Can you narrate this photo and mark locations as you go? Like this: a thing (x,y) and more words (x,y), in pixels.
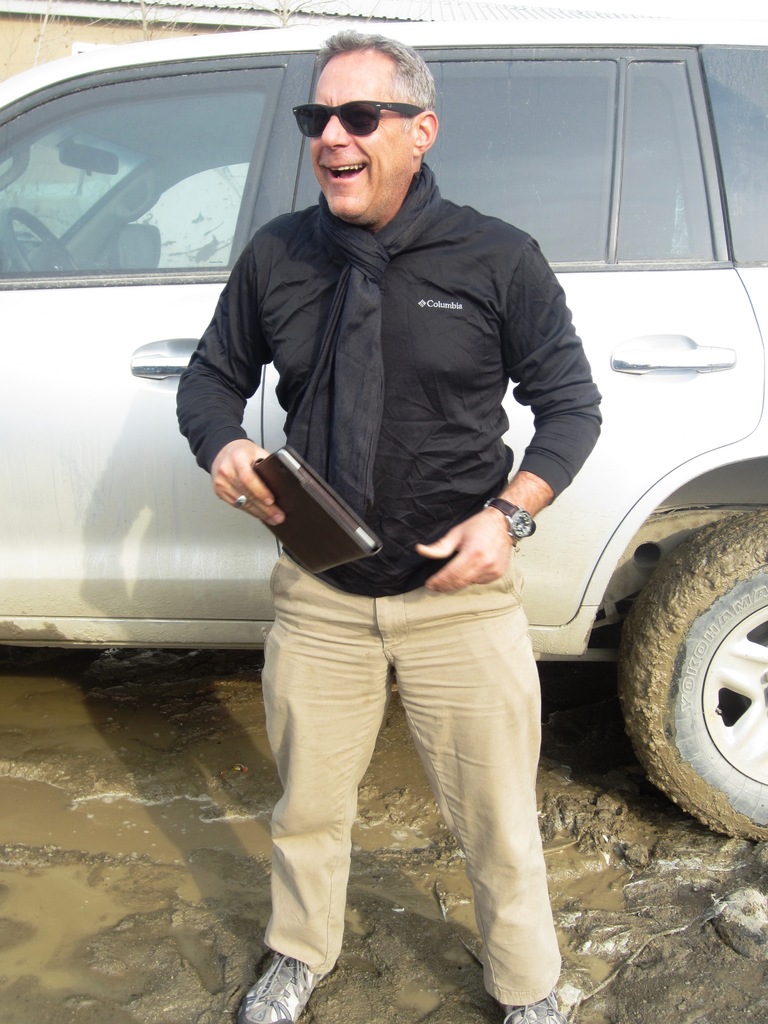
In this picture I can see a man (451,540) standing and holding an object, there is a vehicle (573,142), and in the background (328,11) it looks like a shed (485,11).
